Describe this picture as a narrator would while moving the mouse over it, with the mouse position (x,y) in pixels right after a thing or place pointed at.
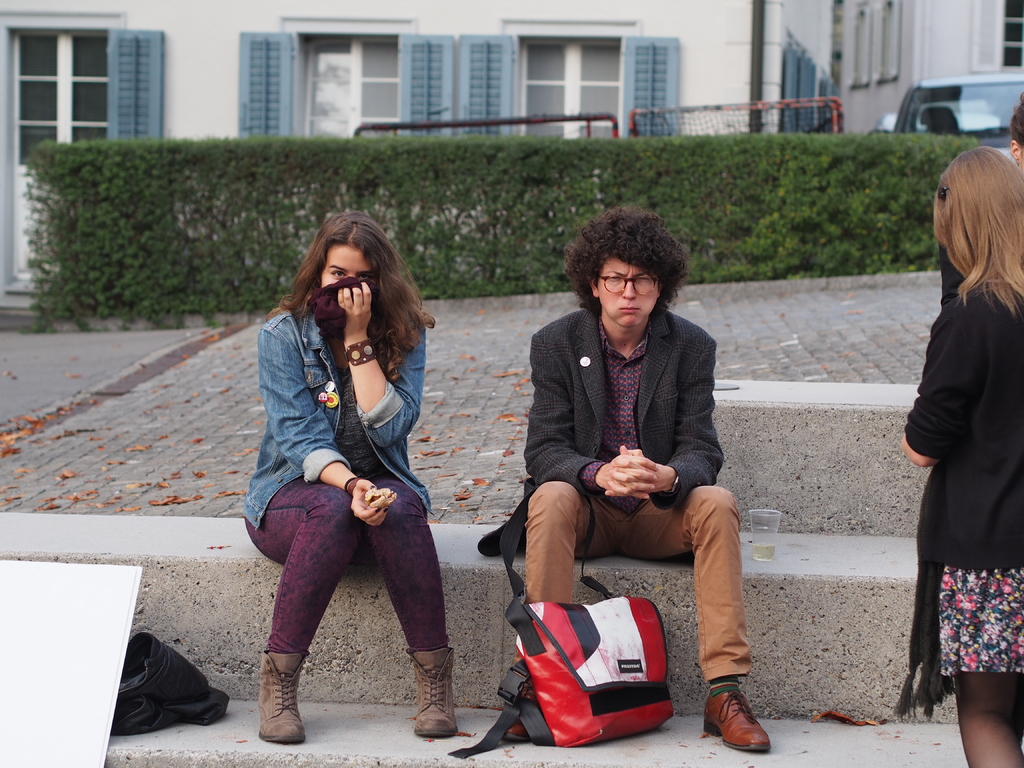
In the image there is a woman (351,326) in jacket (407,414) and a man (595,415) in coat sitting on steps (17,540) with a bag (594,638) in front of him, on the right side (917,399) there are two persons (993,227) standing and in the back (325,36) there is a building (622,25) with plants (240,188) and cars (942,97) in front of it.
